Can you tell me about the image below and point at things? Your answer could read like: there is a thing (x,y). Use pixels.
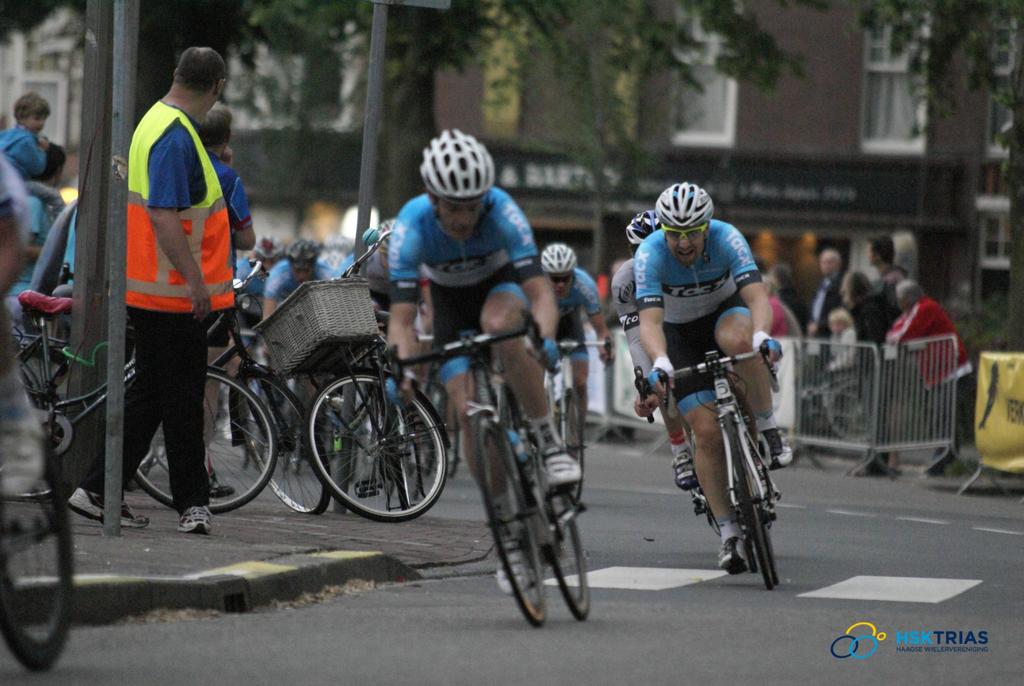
This picture is clicked in a town. Here, we see many people (503,348) riding bicycle (763,571) on road (757,599). This might be bicycle competition going on and behind them, we see many people (825,269) watching them and behind them, we see a building (798,88) which is brown in color and we even see many trees (507,87).
